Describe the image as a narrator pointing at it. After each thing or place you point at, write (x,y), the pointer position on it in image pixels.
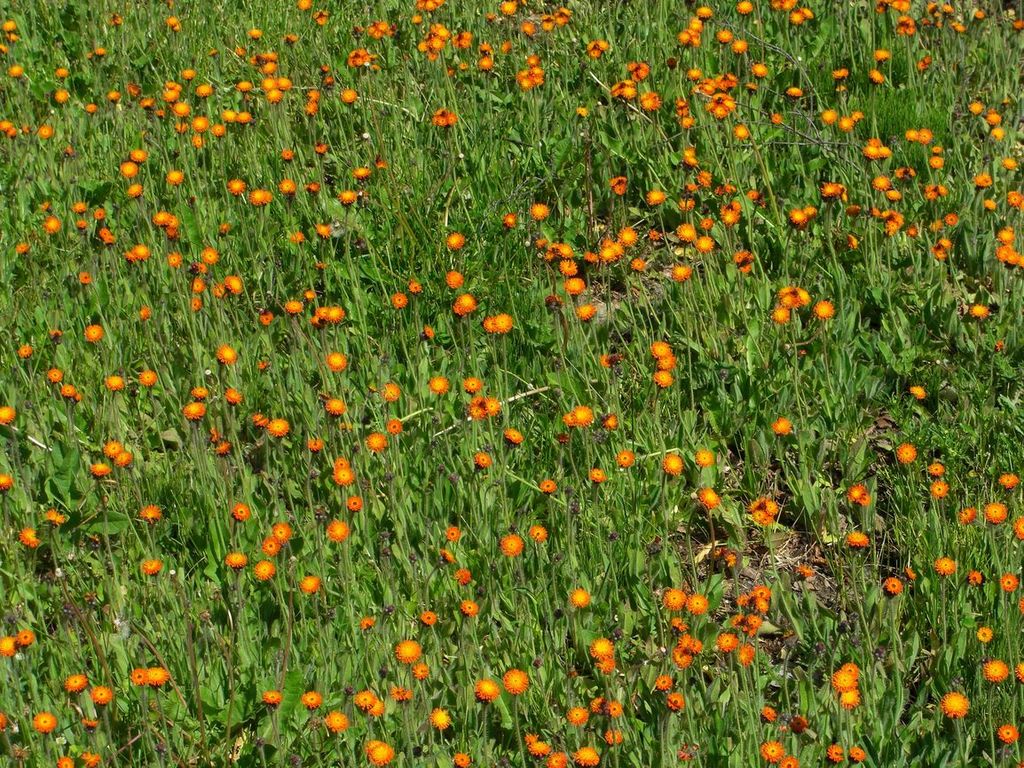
In the image we can see flower plants (443,420) and flowers (347,478) are orange and yellow in color.
